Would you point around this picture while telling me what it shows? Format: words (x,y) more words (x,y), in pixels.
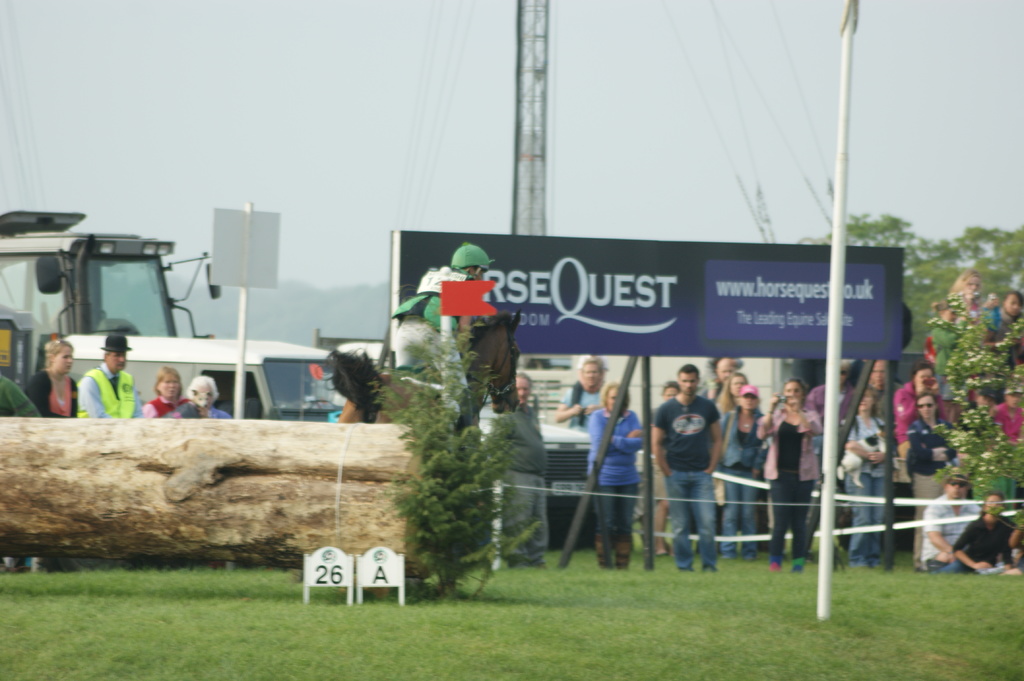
In this image I can see the grass (492,623), a wooden log (194,487), a white colored pole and a plant (481,453). In the background (679,485) I can see few persons (615,457) standing, a blue colored board (621,322), a white colored vehicle (213,338), few trees (942,286) and the sky (491,120).
